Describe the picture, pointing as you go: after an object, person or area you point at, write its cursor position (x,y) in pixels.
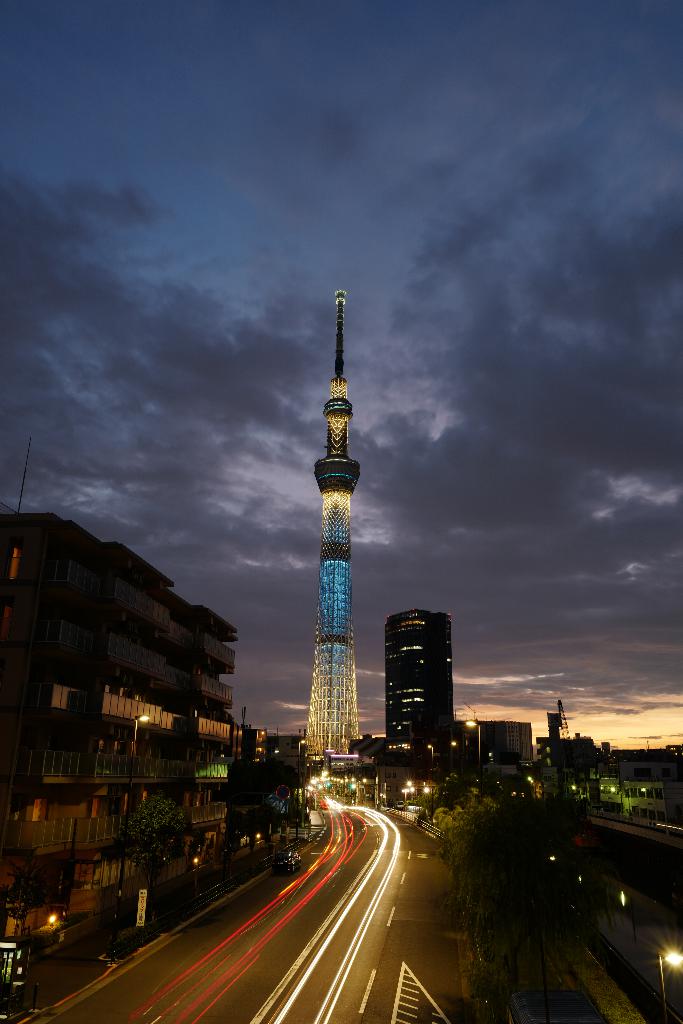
In this image I can see few buildings (537,764), in front I can see a building (337,372) with colorful lights (322,589). I can also see few vehicles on the road (309,919), light poles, trees (464,853). Background (187,357) sky (256,235) is in blue and gray color.
